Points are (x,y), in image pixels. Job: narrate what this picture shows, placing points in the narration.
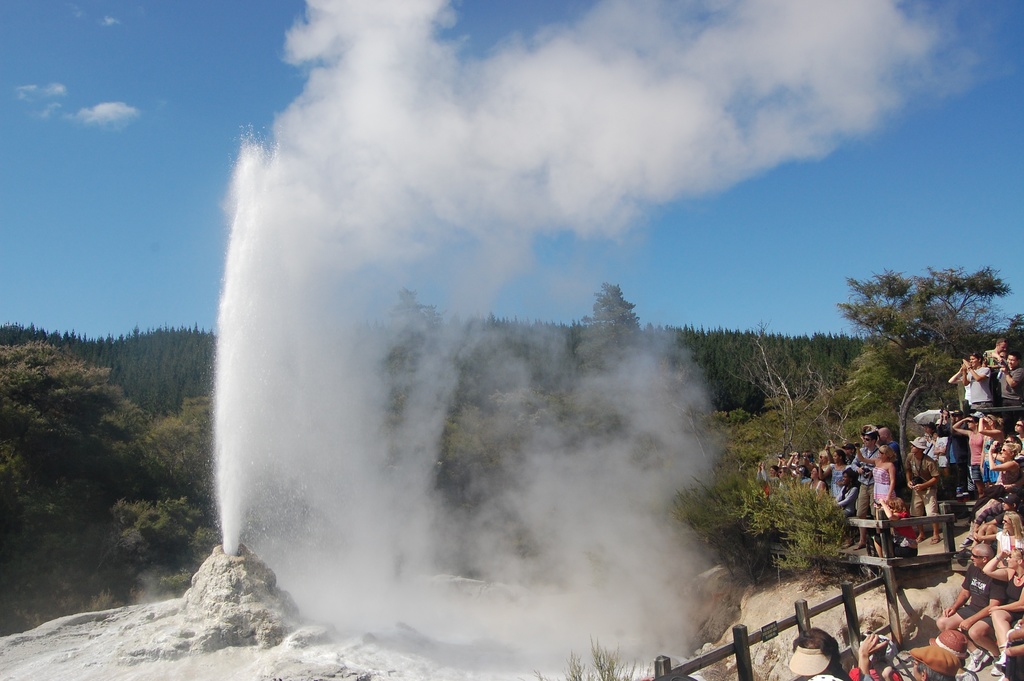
In the image in the center (529,353), we can see the sky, clouds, trees (875,381), plants (829,570), smoke (396,157), fences (912,560) and few people (868,513) are standing.
